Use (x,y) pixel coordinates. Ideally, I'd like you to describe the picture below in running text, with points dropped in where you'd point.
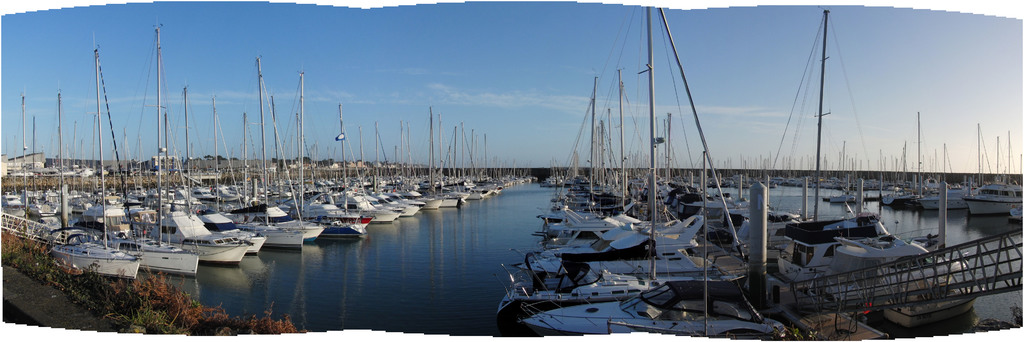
We can see boats (791,264) above the water (367,283), poles (650,100) and rope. In the background (396,45) we can see sky (405,67).
